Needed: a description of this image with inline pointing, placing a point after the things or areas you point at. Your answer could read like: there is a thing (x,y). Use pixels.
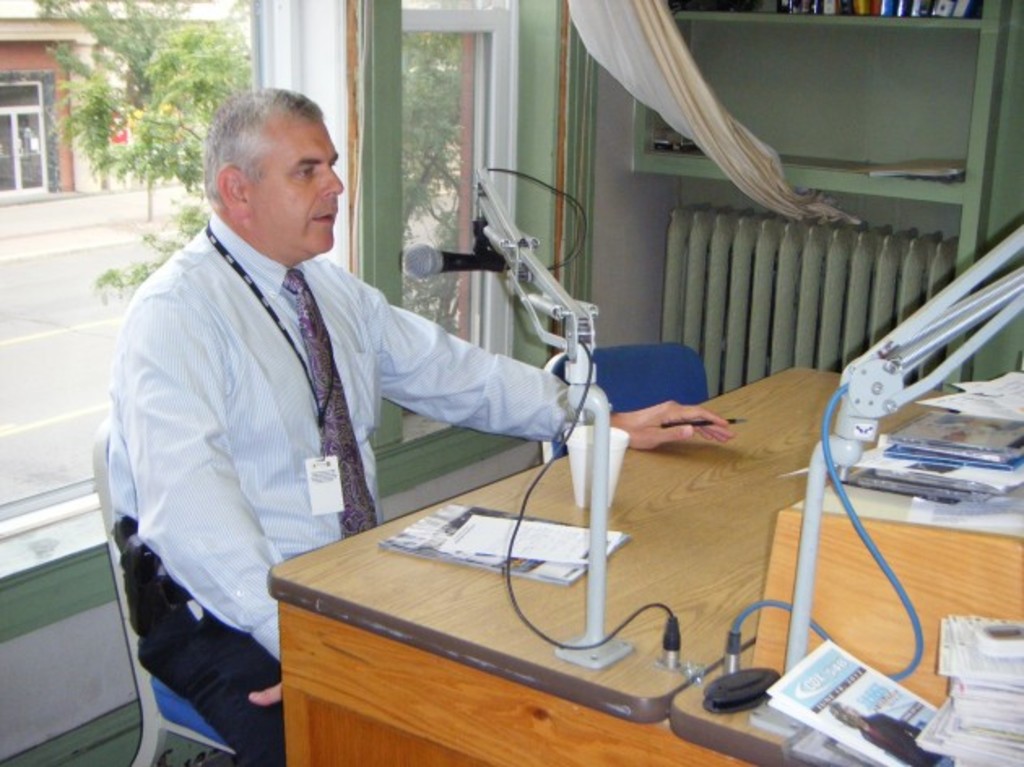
In the image I can see a person (244,334) who is sitting in front of the table (643,642) on which there is a mic (465,258), lamp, books (941,765) and beside him there are some shelves (797,50) in which some things (791,6) are arranged and behind there is a window (256,64) from which I can see some trees (207,47) and buildings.
